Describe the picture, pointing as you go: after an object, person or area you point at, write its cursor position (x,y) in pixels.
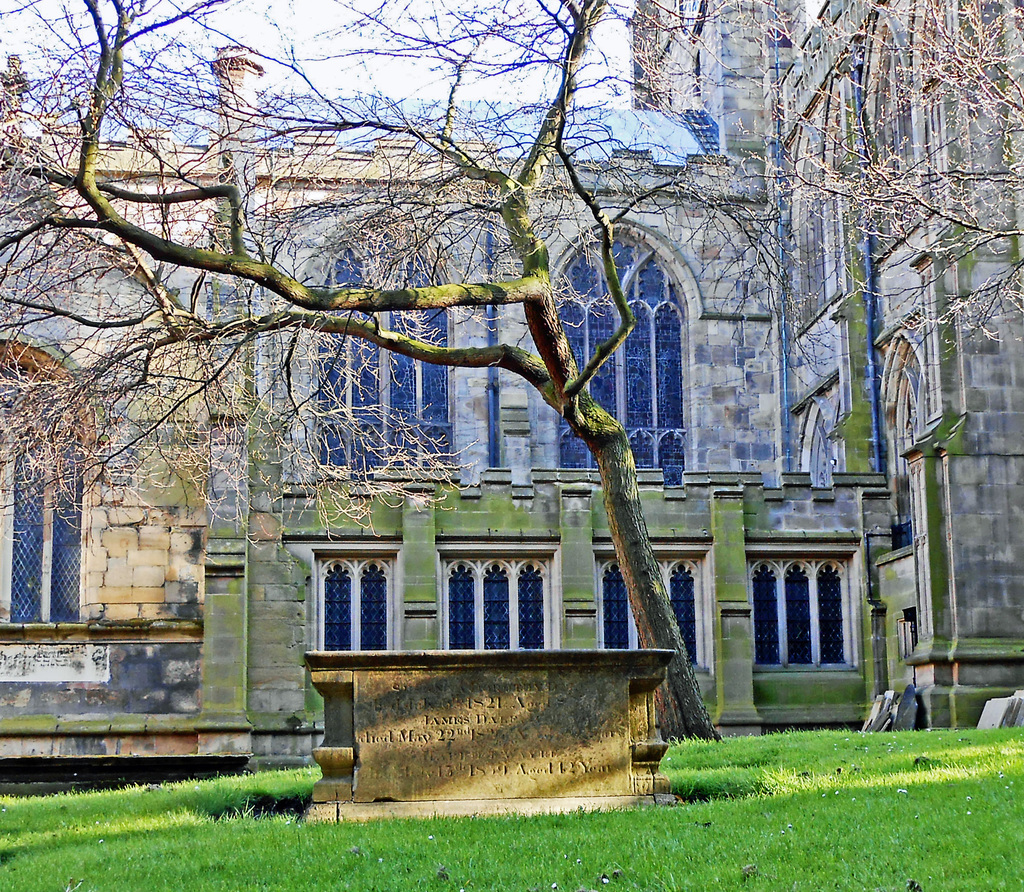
This is a building (751,467) with the windows (691,567) I can see a tree (470,263) with the branches (514,296). This is a kind of a pillar (372,671). Here is the grass (734,844). I think these are the pipes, which are attached to the building wall (852,393).
